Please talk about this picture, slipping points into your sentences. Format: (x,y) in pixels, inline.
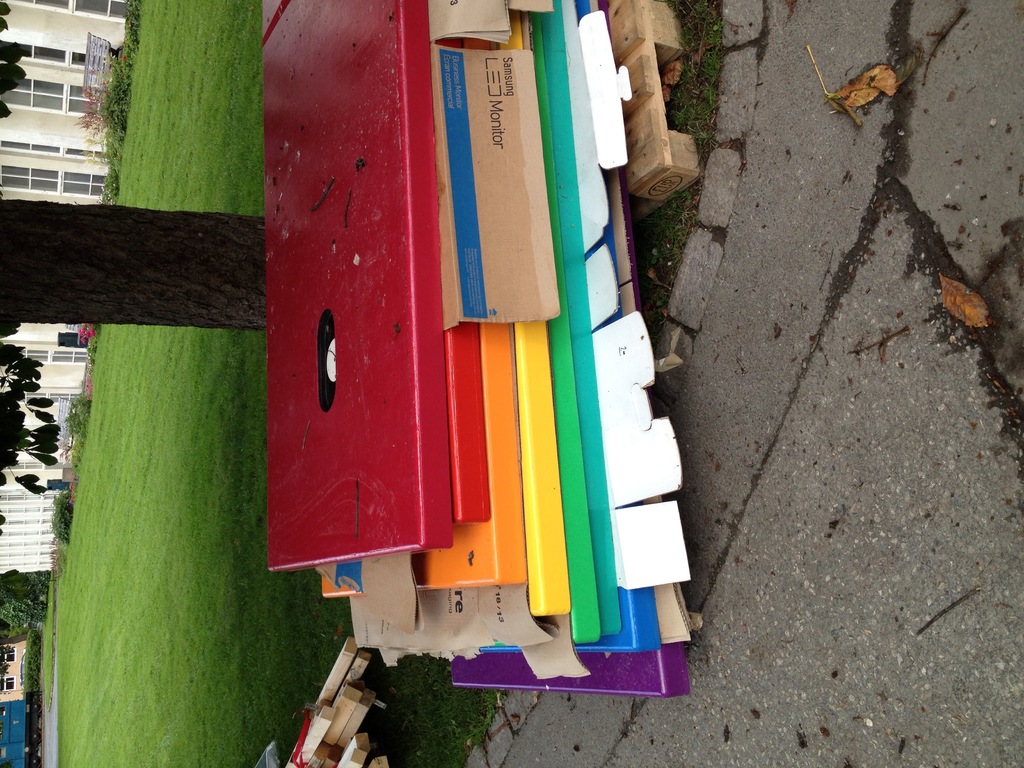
In this picture I can observe some wooden planks (389,454) placed on the ground (246,525) which are in different colors. I can observe a tree (136,219) on the left side (75,246). In the background (39,65) there is a house (38,153).
